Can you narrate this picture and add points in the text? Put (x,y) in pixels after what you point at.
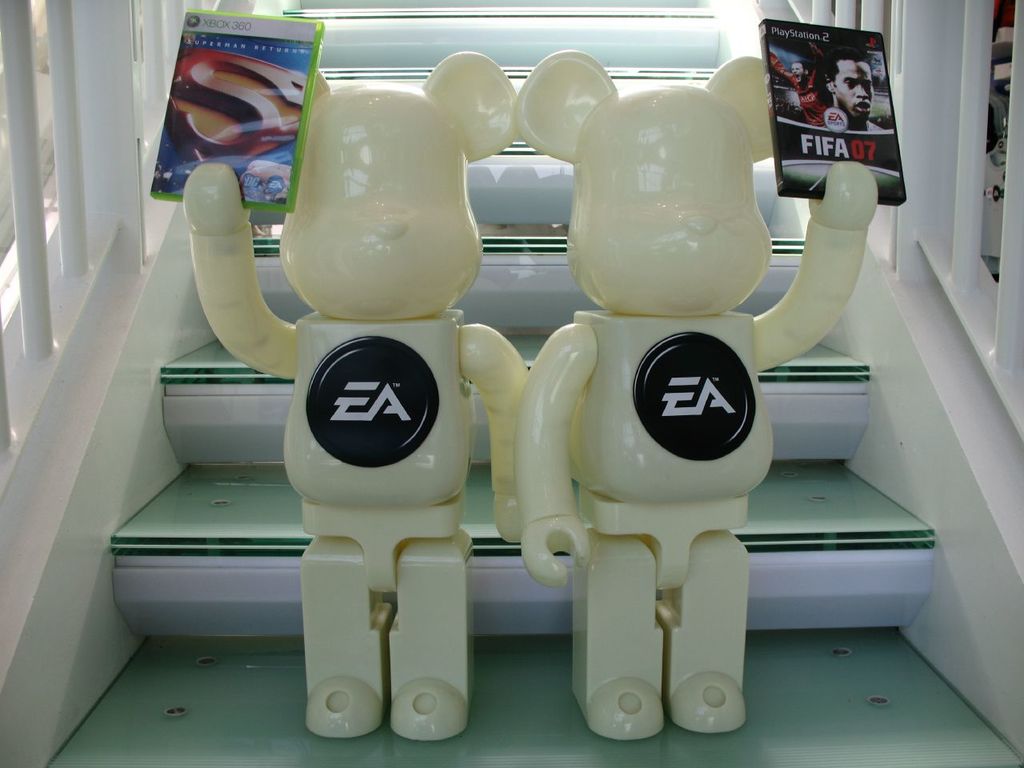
In this image there are two toys (533,405) holding game cases (776,168) in hands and standing on the stairs (402,28).
